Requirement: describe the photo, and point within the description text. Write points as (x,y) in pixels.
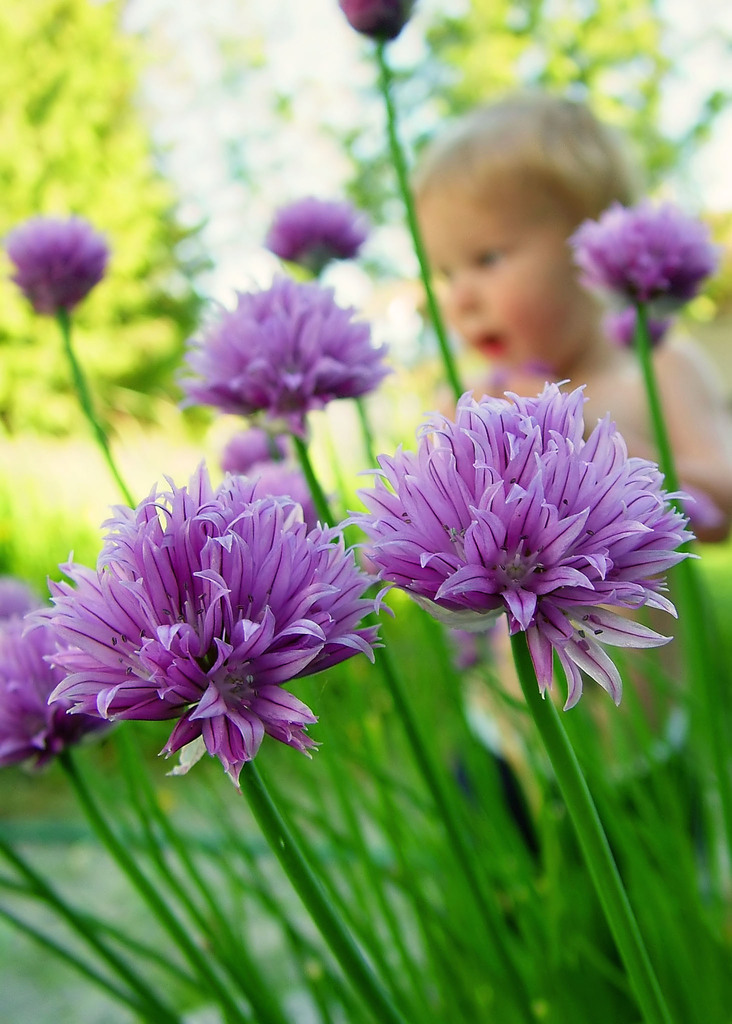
Here in this picture in the front (64,343) we can see flowers (189,385) present on plants (412,726) and behind that we can see a baby (514,278) standing and we can see the baby (563,133) in blurry manner and we can also see other plants (117,191) also present, that too in blurry manner.
